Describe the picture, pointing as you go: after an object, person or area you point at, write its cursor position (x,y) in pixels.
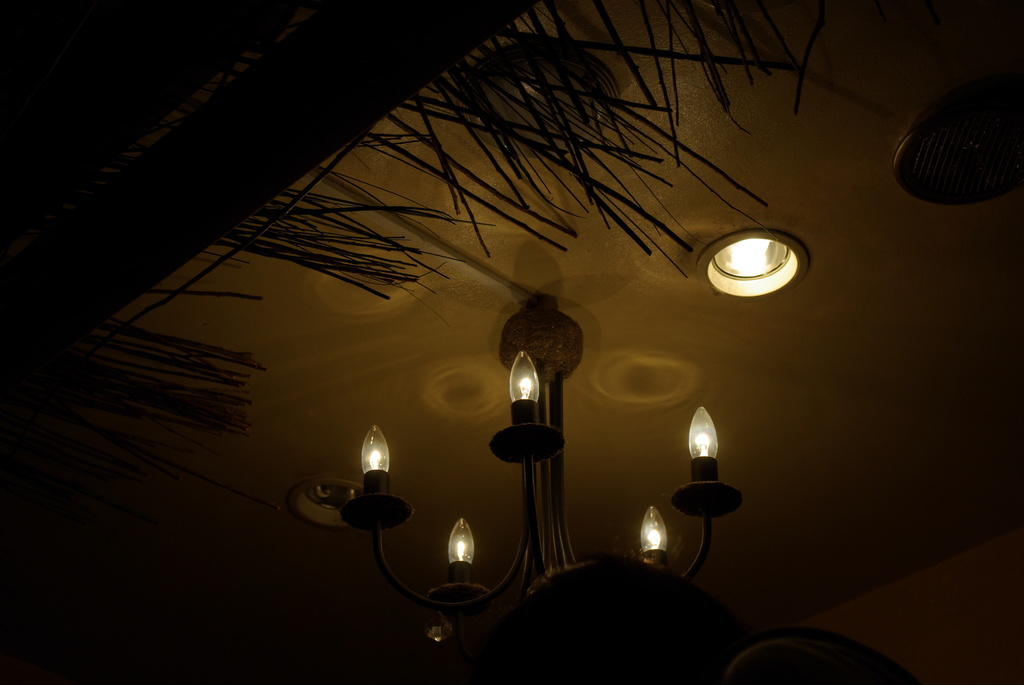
This picture is dark, in this picture we can see chandelier (566,355), lights (804,279) and objects (595,625).
